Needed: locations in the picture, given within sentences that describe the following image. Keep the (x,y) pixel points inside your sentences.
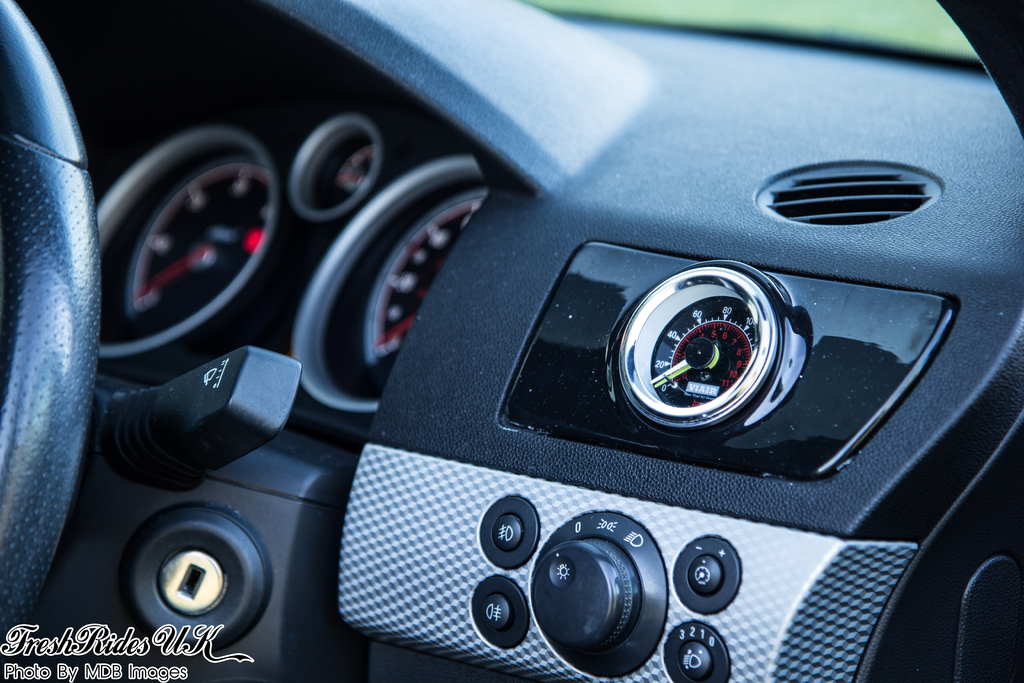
In this image we can see the inner view (326,367) of a motor vehicle (499,309).
